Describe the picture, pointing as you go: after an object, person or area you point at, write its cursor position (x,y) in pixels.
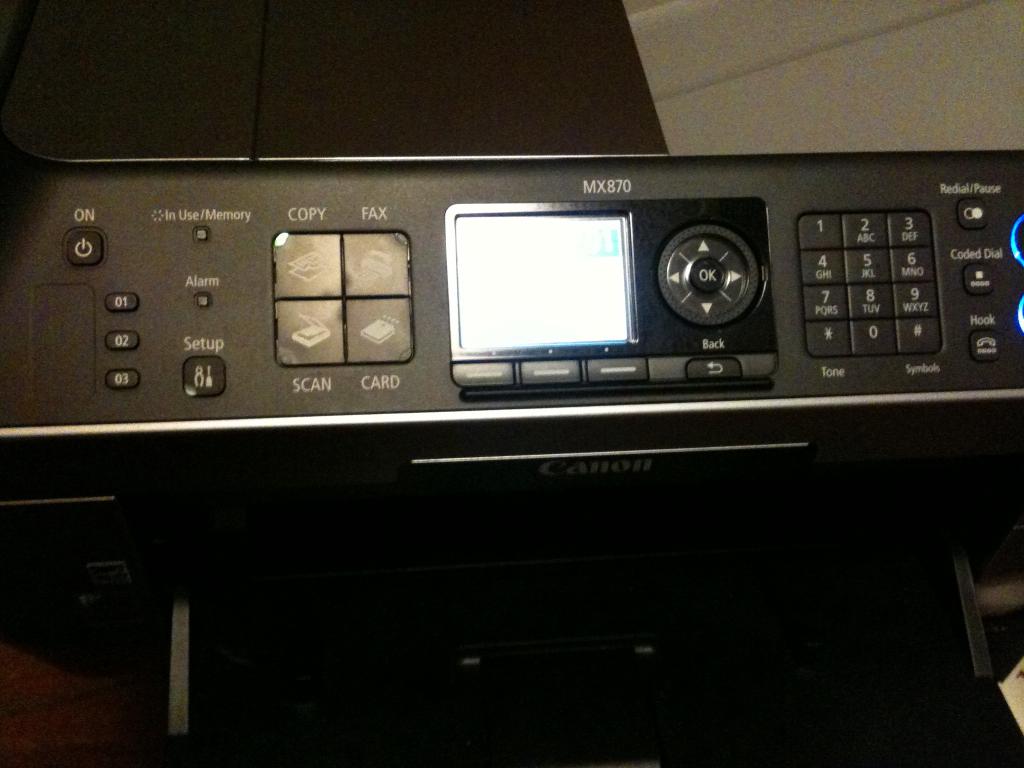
In this image I can see the electronic device (502,297) and I can see few buttons (882,314). The image is dark.
